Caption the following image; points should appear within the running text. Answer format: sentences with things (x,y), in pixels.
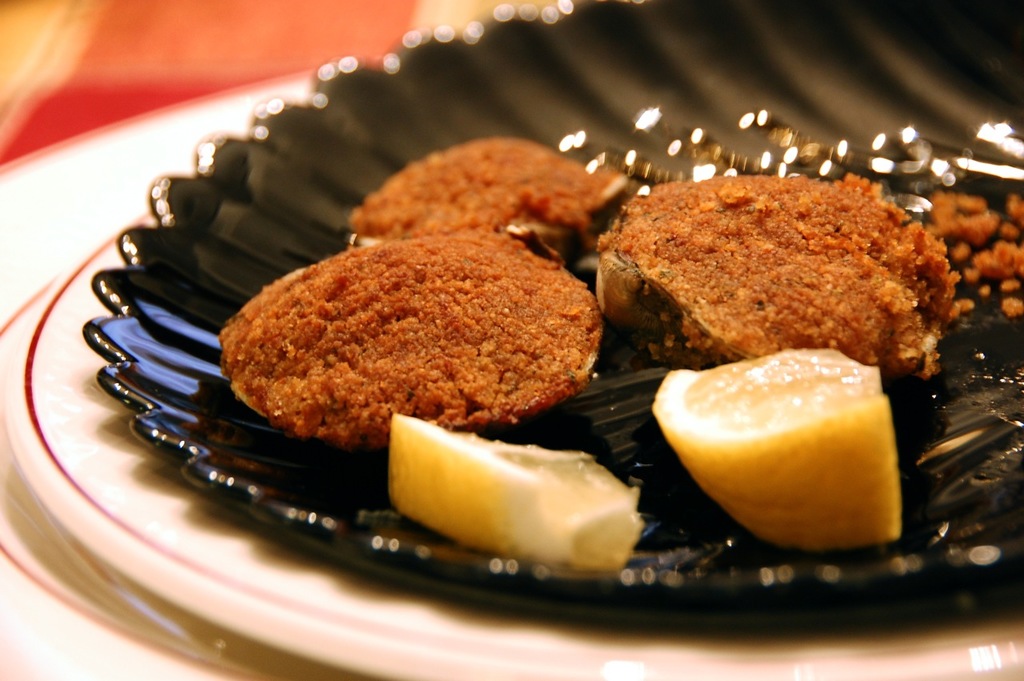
In this picture we can see food (697,278) in the plate (212,437).
